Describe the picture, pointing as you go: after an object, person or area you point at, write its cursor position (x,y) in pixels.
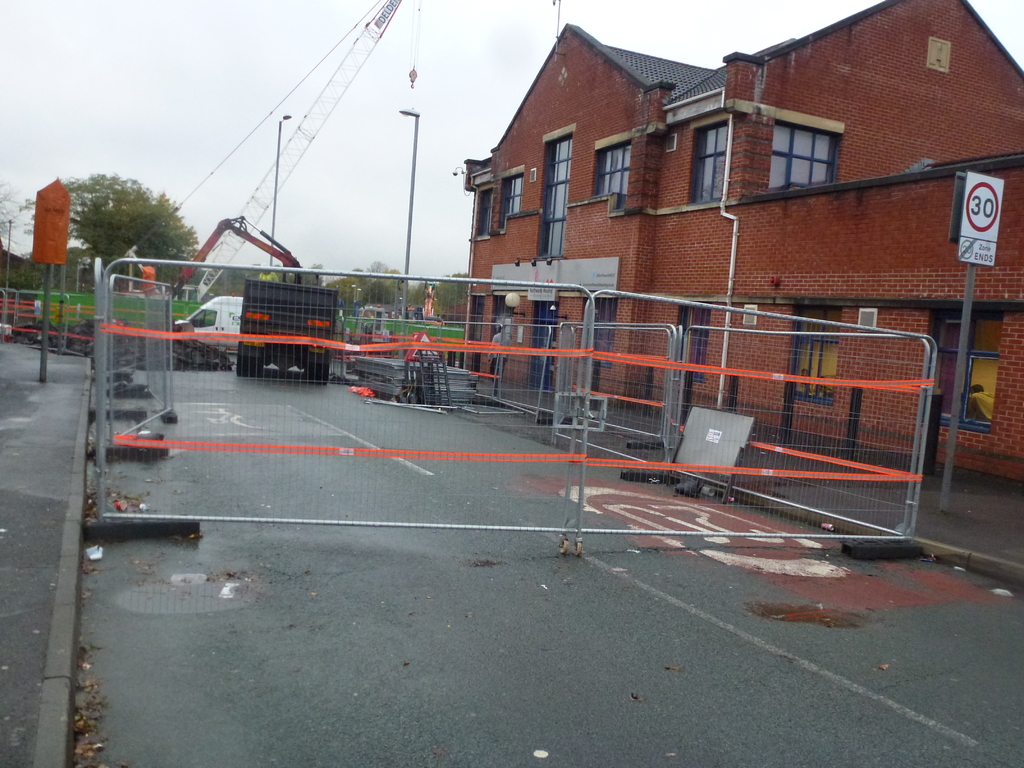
In the background (333,195) we can see sky (224,69) and trees (95,217). At the right side of the picture (855,297) we can see a building (838,296). Here we can see poles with lights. This is a board (973,218). We can see vehicles (311,324) on the road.
